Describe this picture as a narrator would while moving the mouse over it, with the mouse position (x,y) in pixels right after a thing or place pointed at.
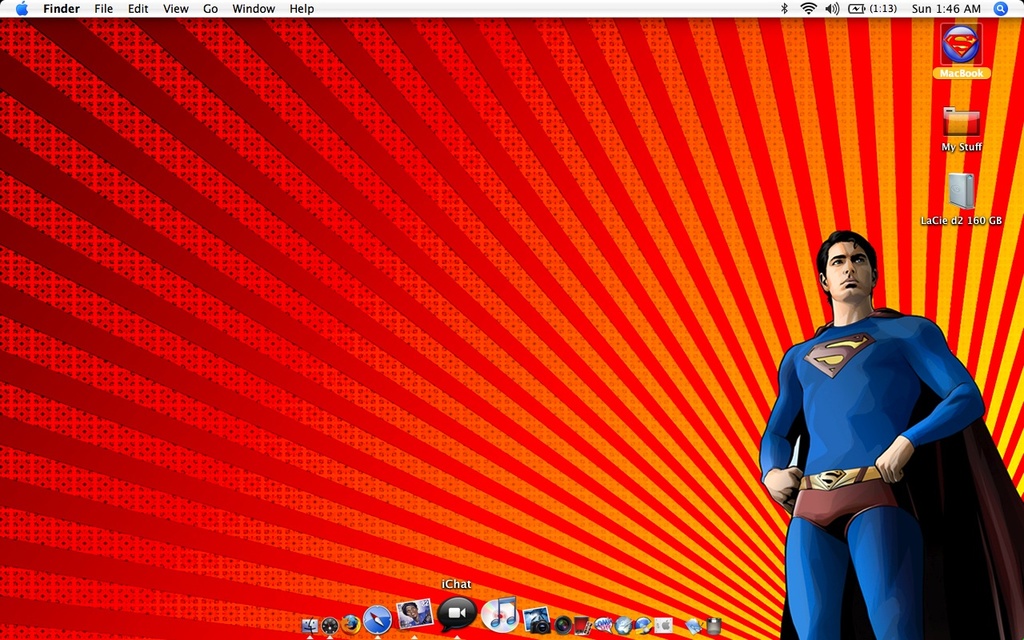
In this image I can see an animation of a man (834,470). The man (833,486) is wearing a costume (859,475). Here I can see icons (951,122) on the desktop screen (643,456).
